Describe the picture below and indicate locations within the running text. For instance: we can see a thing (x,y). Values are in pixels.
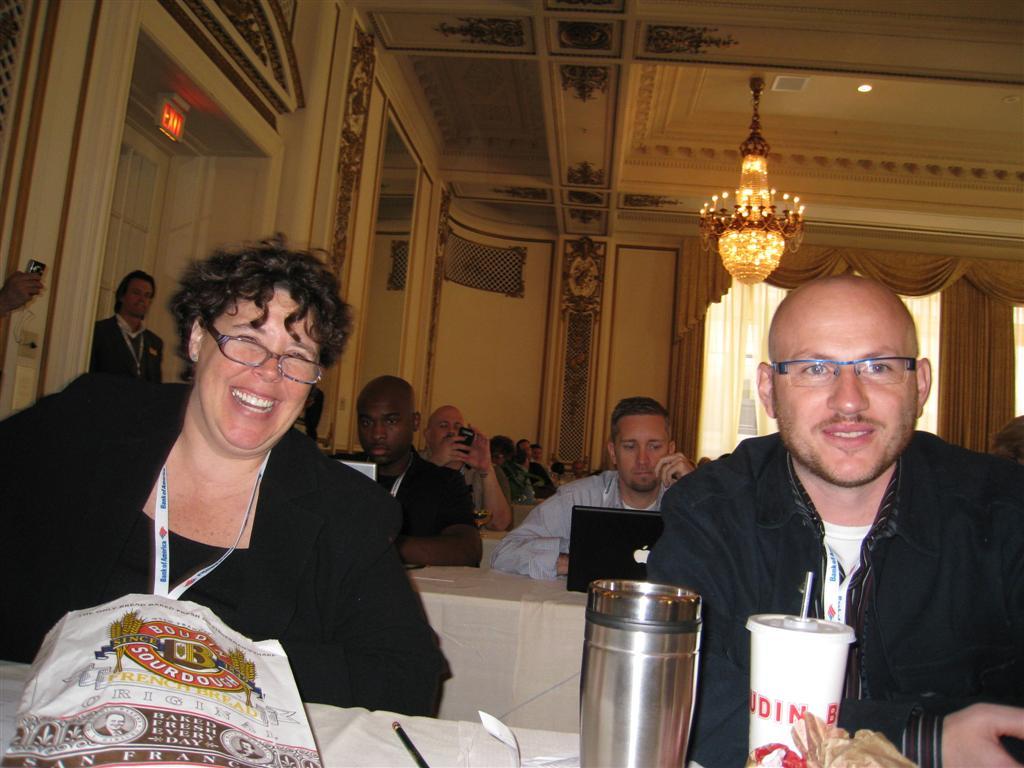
In the picture we can see a man (810,476) and a woman (75,416) are sitting near the table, they are in the black dresses (993,662), tags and woman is smiling and on the table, we can see a food packet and beside it, we can see some papers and pen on it and beside it we can see the glass (763,662) with a straw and in the background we can see some people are also sitting near the desks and working on the laptop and beside them, we can see a man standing near the exit door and to the ceiling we can see a Chandelier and the light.
